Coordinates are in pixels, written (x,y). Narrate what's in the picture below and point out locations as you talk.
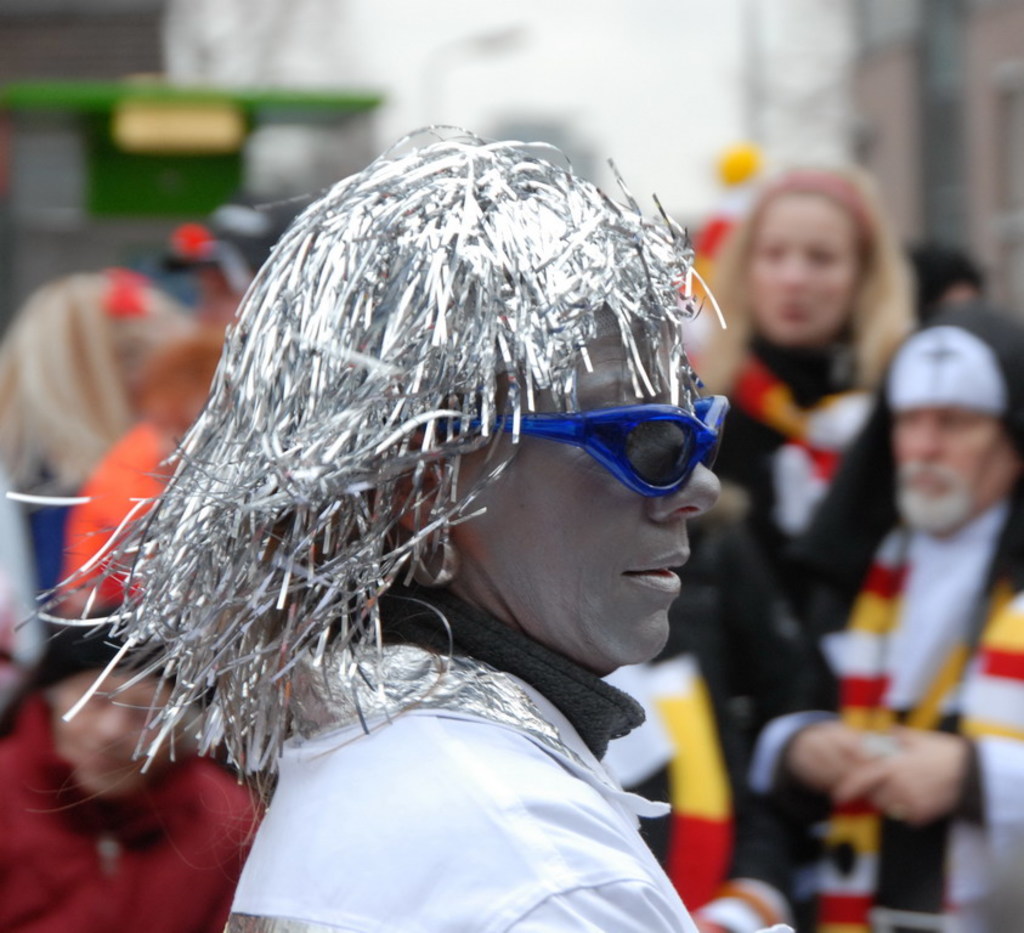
In the center of the image (500,393), we can see a person (506,467) wearing glasses (588,425) and costume (366,474) and in the background (762,476), there are some other people (722,301).
